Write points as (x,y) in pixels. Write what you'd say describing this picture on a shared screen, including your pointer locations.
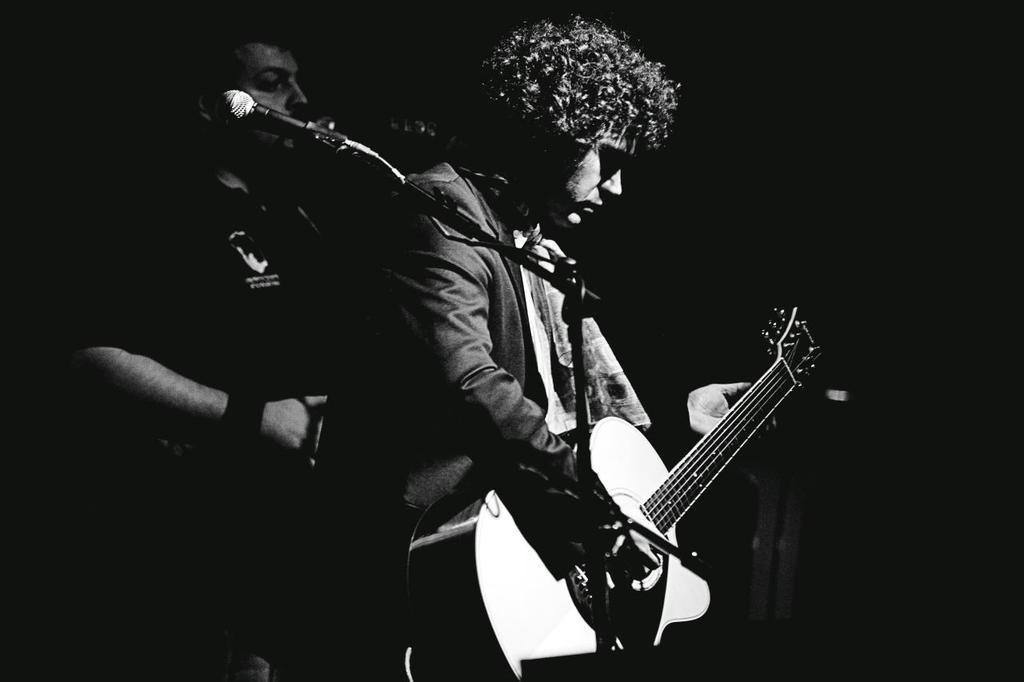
Background (753,140) is very dark here we can see two men (234,277) in a picture. This is a mike (544,258). A man (567,102) in front (647,91) portion of the picture is standing and playing a guitar (570,614).
